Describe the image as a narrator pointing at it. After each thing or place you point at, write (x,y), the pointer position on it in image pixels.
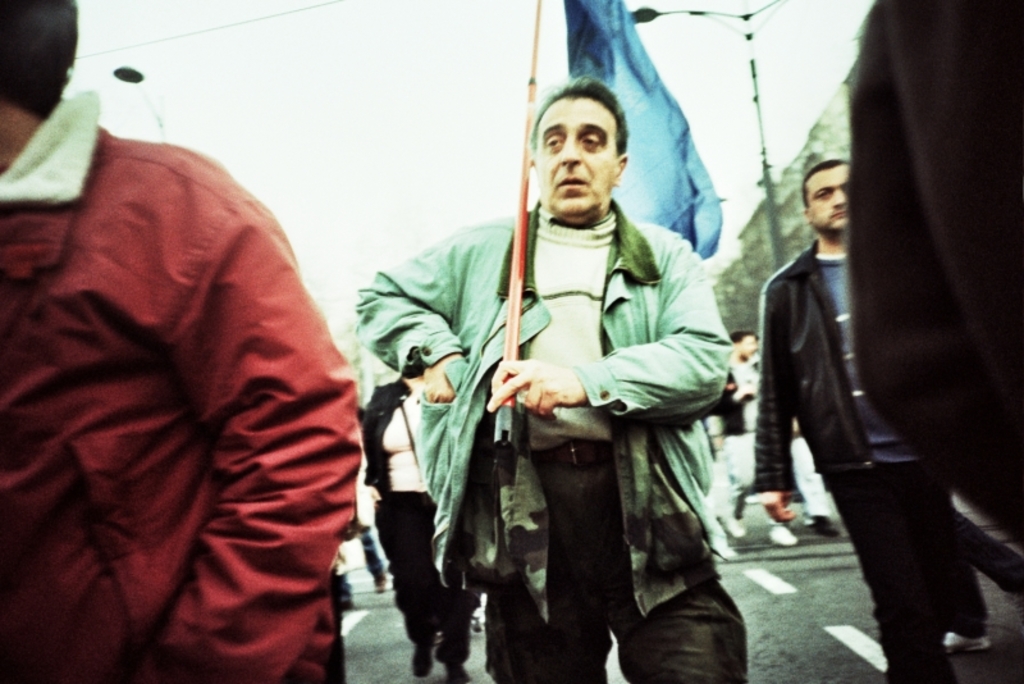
As we can see in the image there are group of people (636,421) walking here and there, street lamp (657,14), flag (631,124), buildings (834,135) and sky (395,140).
